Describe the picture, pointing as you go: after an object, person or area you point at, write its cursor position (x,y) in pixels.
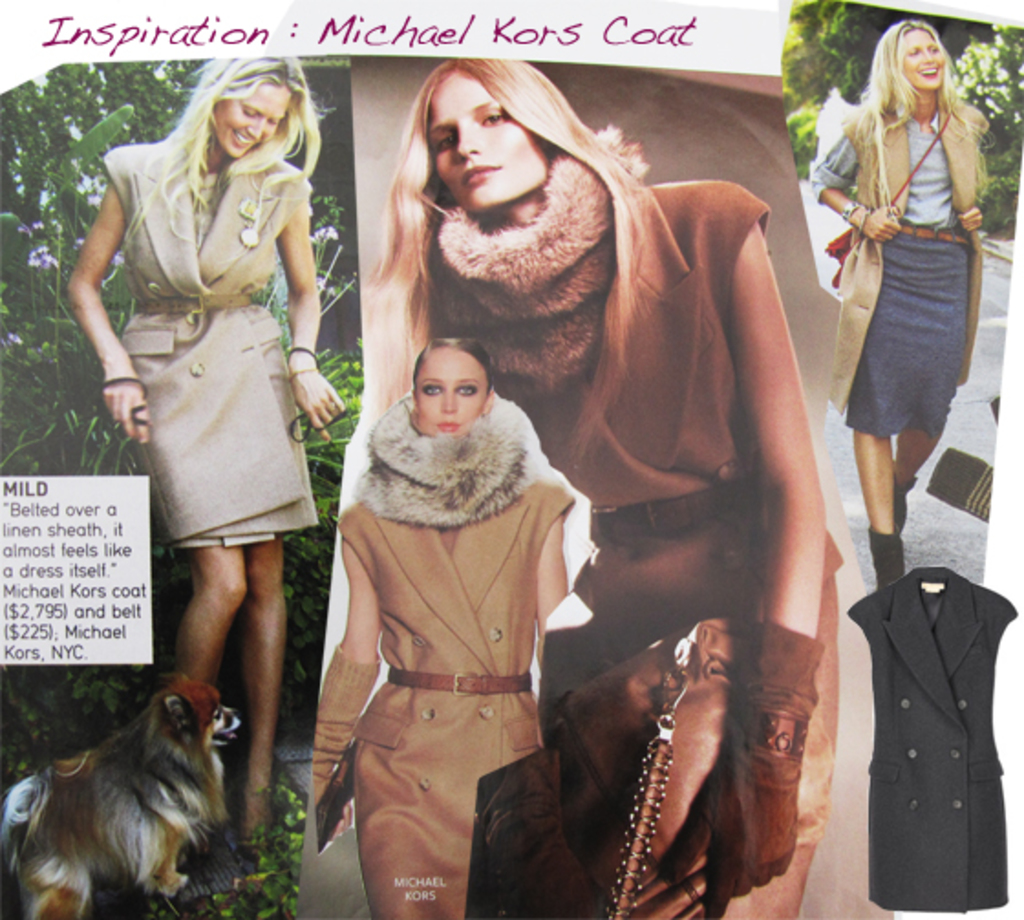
In this image there is a poster (667,459) having pictures (597,458) of women (612,399) and some text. Left bottom there is a dog (57,890) on the grassland (293,871). Behind there is a woman (197,385) standing. Behind her there are plants (121,286) and trees (19,154). Right bottom there is an image of a dress (915,754). Behind there is a woman (921,424) walking on the road (944,531). Beside there is a woman (650,267) holding a bag (727,777). Top of the image (358,29) there is some text (599,26).
